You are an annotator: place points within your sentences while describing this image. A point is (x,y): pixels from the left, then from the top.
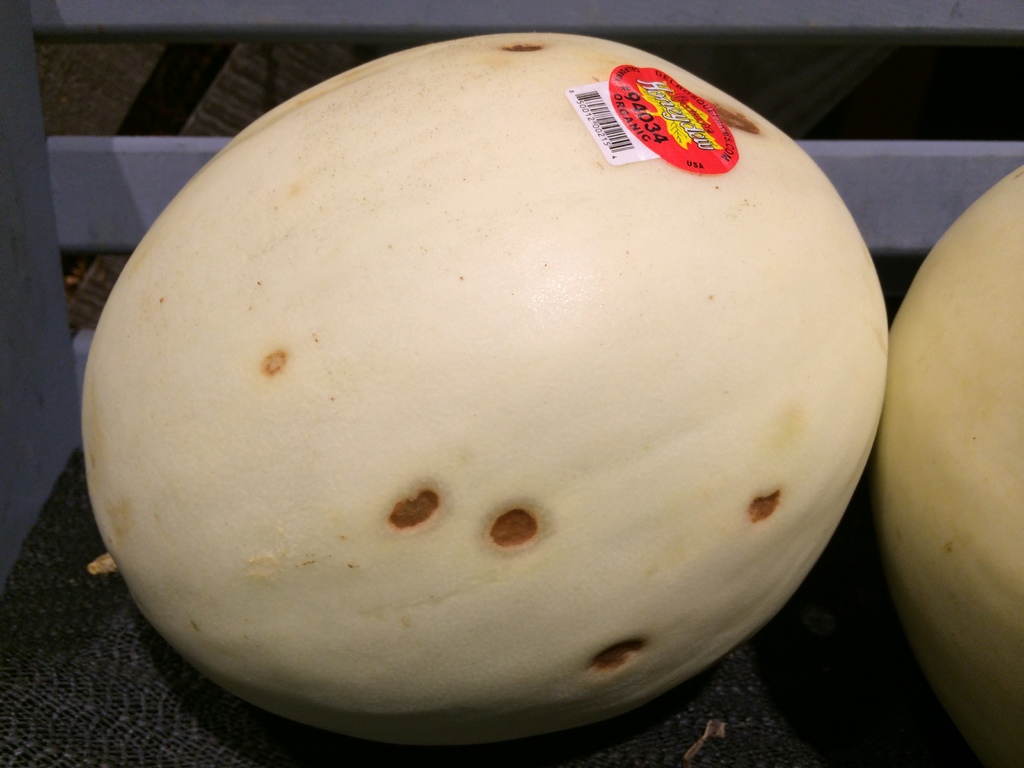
In this image I can see the cream colored honeydew melons (569,483) on the black color mat (834,737). I can see the red color sticker (703,147) to one of the melon (705,217). To the left (44,306) I can see the wall (54,243).
